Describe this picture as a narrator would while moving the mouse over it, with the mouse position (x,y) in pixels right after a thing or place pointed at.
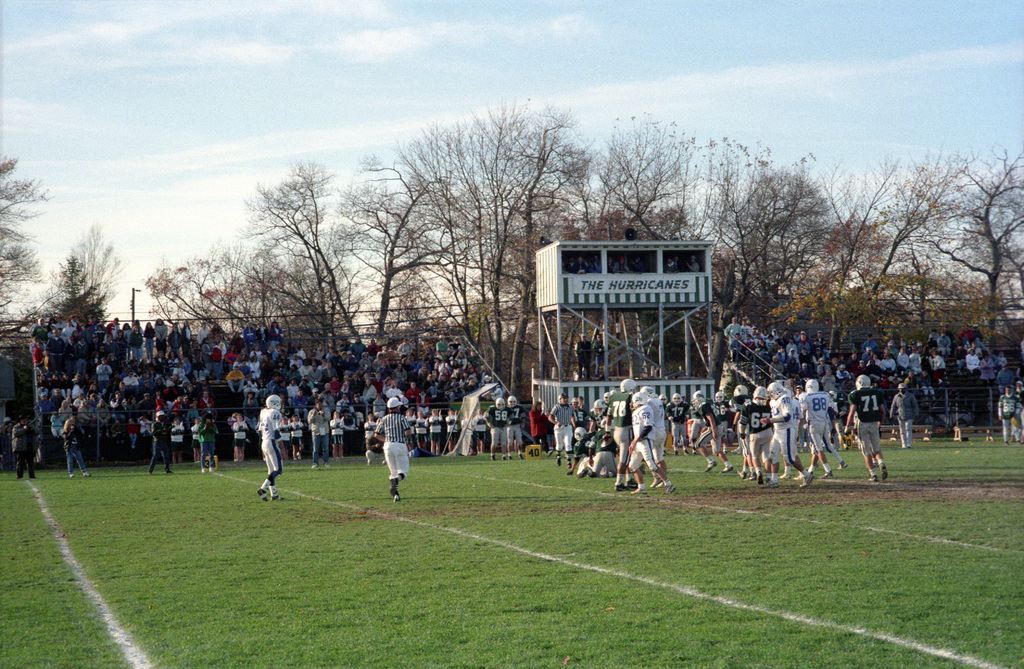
In this image I can see a group of people (636,419) are playing the football, they wore white color helmets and dresses (686,414). On the left side (308,355) many people (409,400) are sitting and observing this game. At the back side (485,163) there are trees (458,150), at the top (346,101) it is the sky (345,103).
